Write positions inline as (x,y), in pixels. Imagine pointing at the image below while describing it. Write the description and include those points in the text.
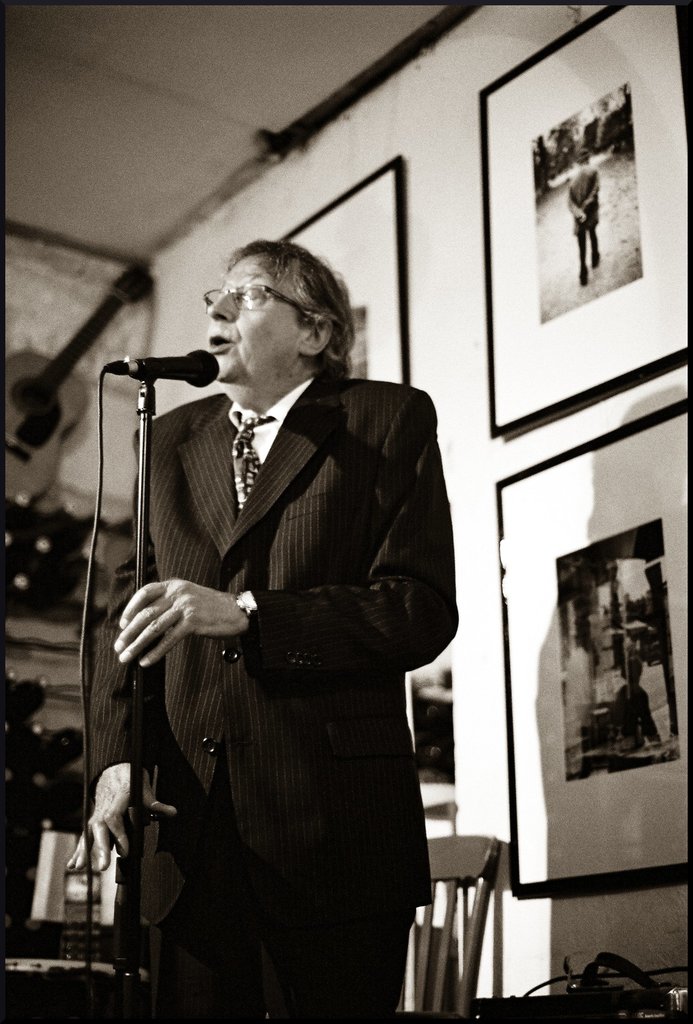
In this image man (305,535) is standing in the center (232,502) in front of the mic (216,366) and is speaking. In the background (625,259) there are frames (580,284) on the wall (474,520), chair (473,859).
